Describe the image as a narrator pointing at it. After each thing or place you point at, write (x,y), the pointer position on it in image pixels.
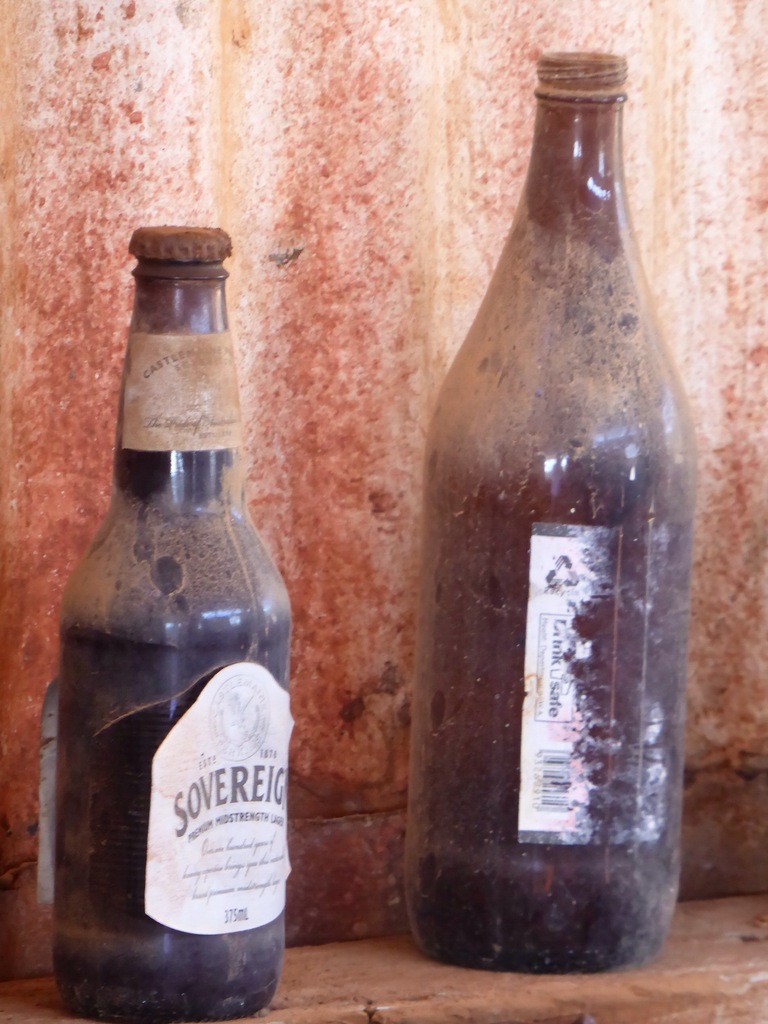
There are two bottles (148,898) on the floor (696,973).
